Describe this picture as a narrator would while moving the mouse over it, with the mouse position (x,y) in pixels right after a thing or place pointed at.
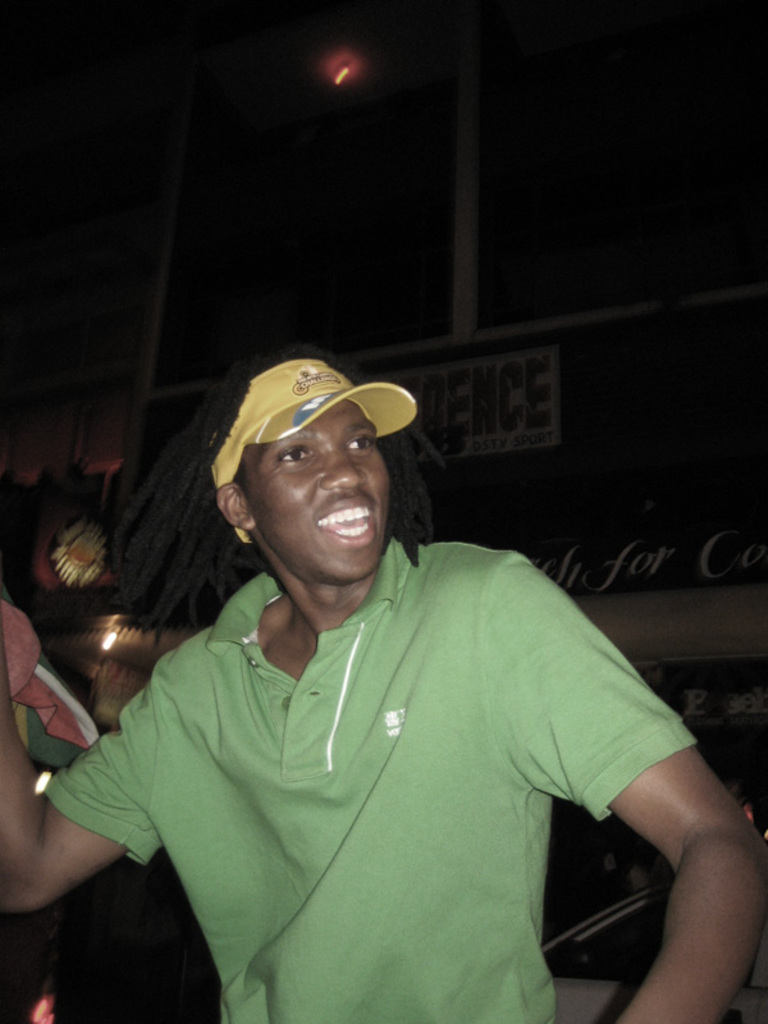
This picture is an outside view of a building (665,635). In the center of the image (350,433) we can see a man (490,710) is standing and wearing cap (381,385). In the background of the image (754,483) we can see the wall (596,351), boards (546,351), lights (338,76).
